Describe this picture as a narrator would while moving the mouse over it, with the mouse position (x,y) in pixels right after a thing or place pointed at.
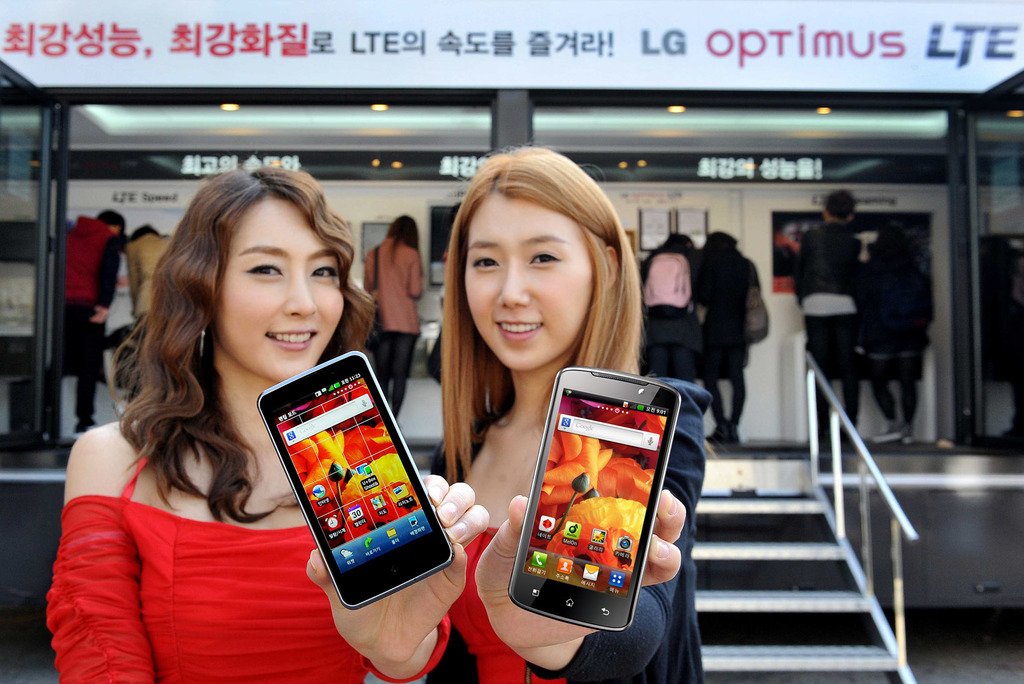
In the image we can see there are woman (454,450) who are standing in front (269,514) and they are holding mobile phone (616,523) in their hand (668,512) and at the back (120,231) there are lot of people (702,285) who are standing and on the banner (543,57) its written "LG Optimus".
